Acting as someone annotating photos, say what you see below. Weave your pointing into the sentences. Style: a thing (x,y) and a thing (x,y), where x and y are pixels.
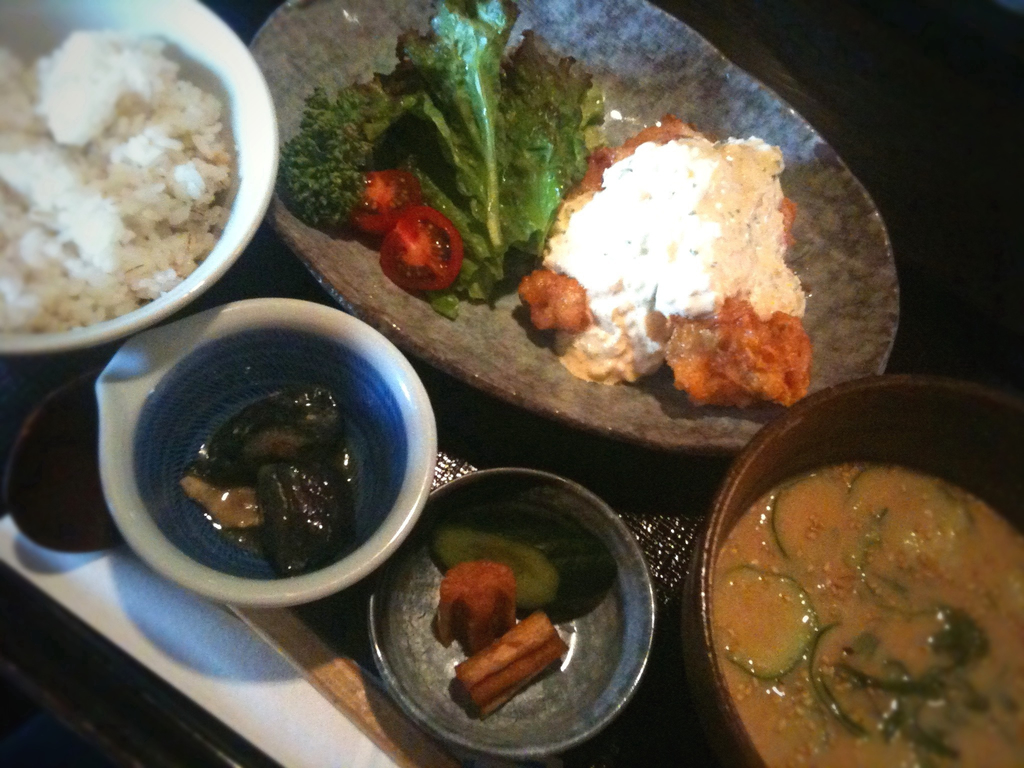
In the picture we can see a tray (939,364) with some bowls (202,519) of food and a bowl (176,293) with rice (100,167) in it and beside in one bowl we can see some fried chicken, leafy vegetables (516,178) and tomato slices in it.
